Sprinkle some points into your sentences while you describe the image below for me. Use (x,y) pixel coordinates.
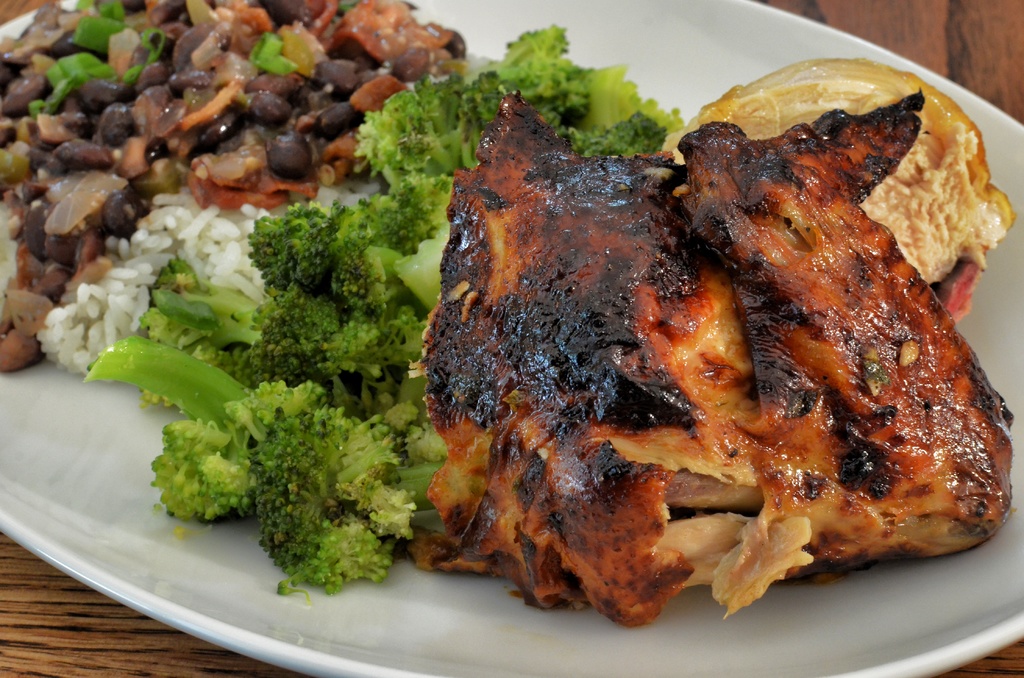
In the foreground of this image (704,389), there is meat (634,321), broccoli (294,368), rice (222,234) and some food item (223,118) on a white platter (102,534) which is on a wooden surface (65,636).
